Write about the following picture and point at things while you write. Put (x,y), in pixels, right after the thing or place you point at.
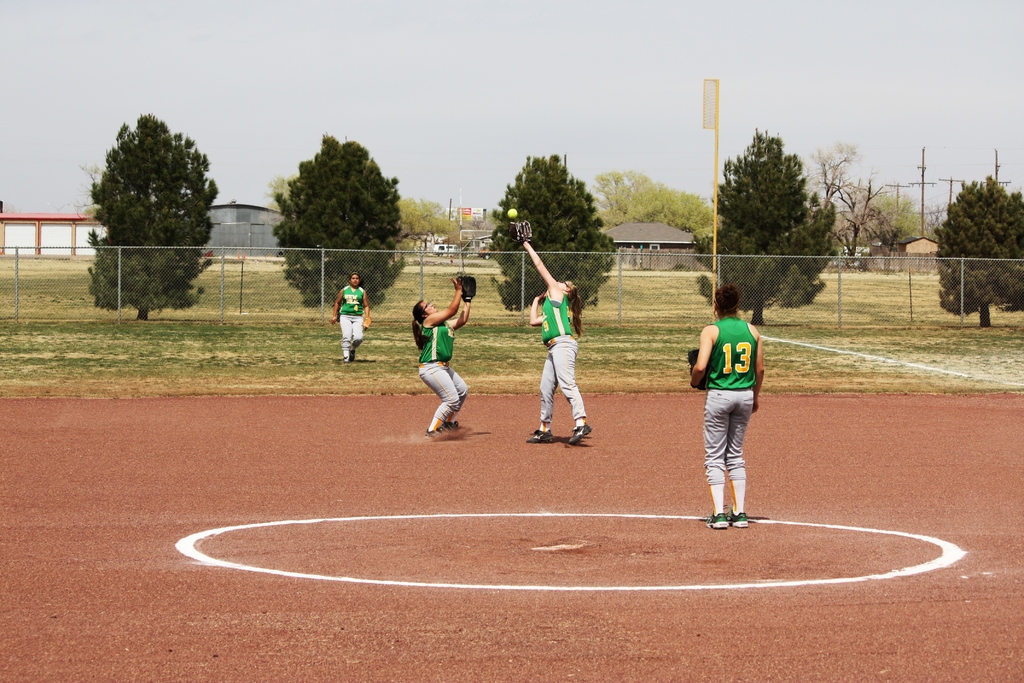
In the picture we can see a playground (502,647) on it, we can see some girls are playing and behind them, we can see a grass surface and a fencing wall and behind it, we can see some trees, poles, houses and sheds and behind it we can see a sky (589,179).
